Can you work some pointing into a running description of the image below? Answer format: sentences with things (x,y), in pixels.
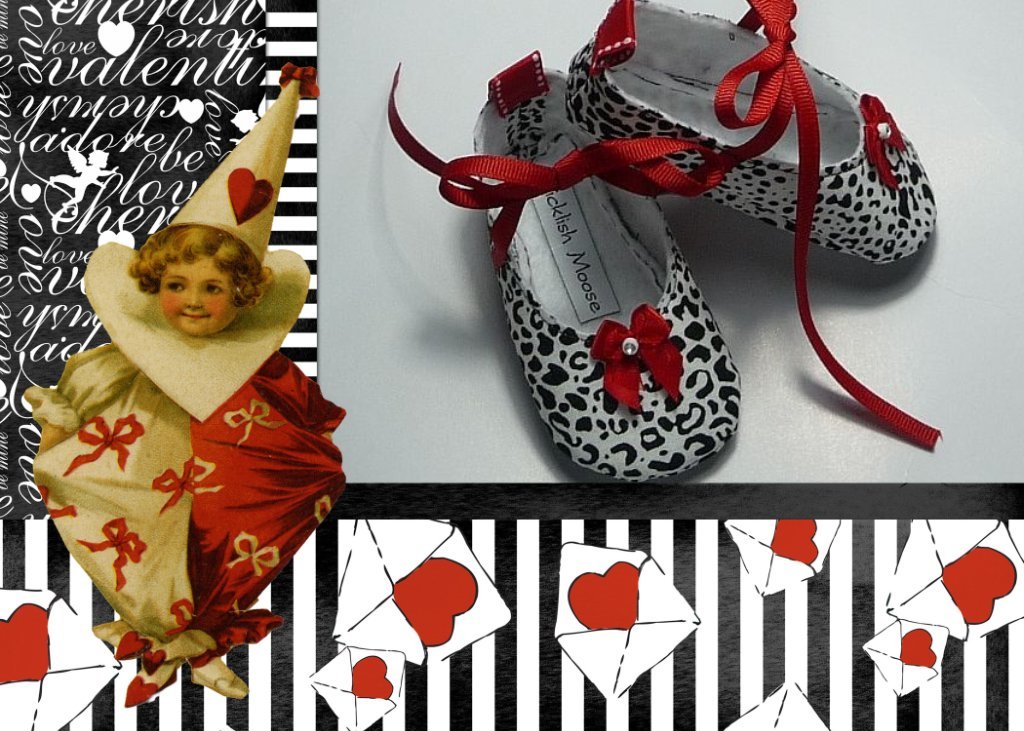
Here we can see doll (168,438) and pair of footwear (666,298) on white surface (752,438). Left side of the image (233,108) we can see text (105,88).
